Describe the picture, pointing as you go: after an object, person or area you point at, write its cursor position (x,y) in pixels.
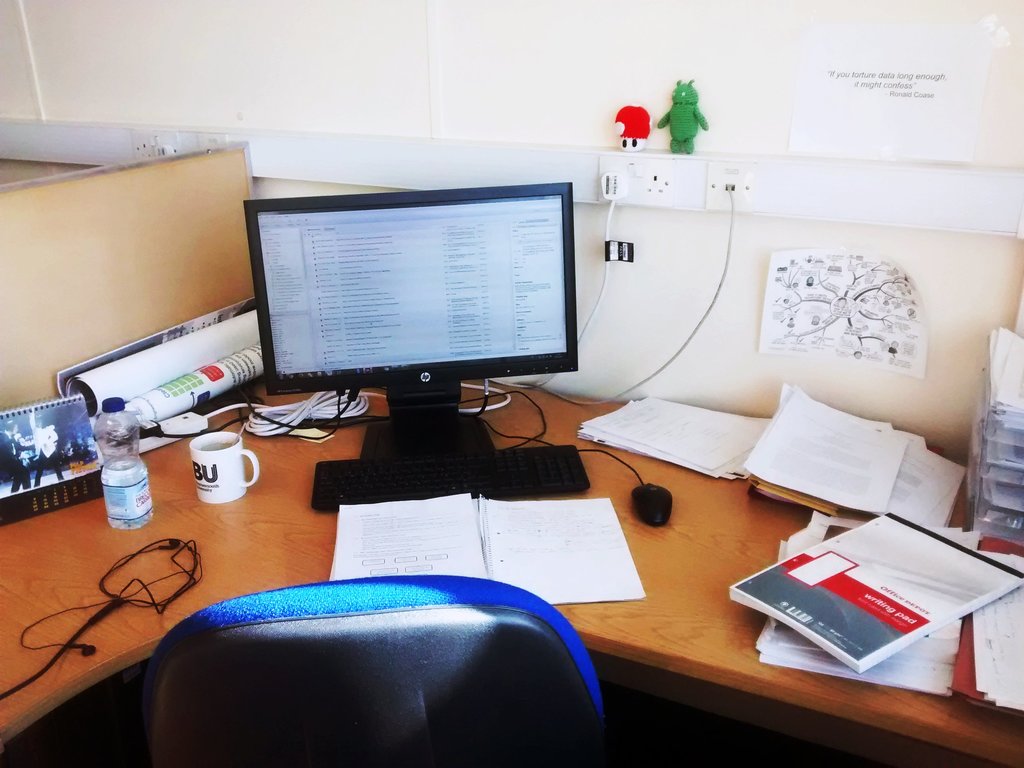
In this image i can see a monitor (403,348), computer mouse (641,498), a water bottle (112,450) and other objects (495,560) on the table (683,512). I can also see a chair (356,673).
